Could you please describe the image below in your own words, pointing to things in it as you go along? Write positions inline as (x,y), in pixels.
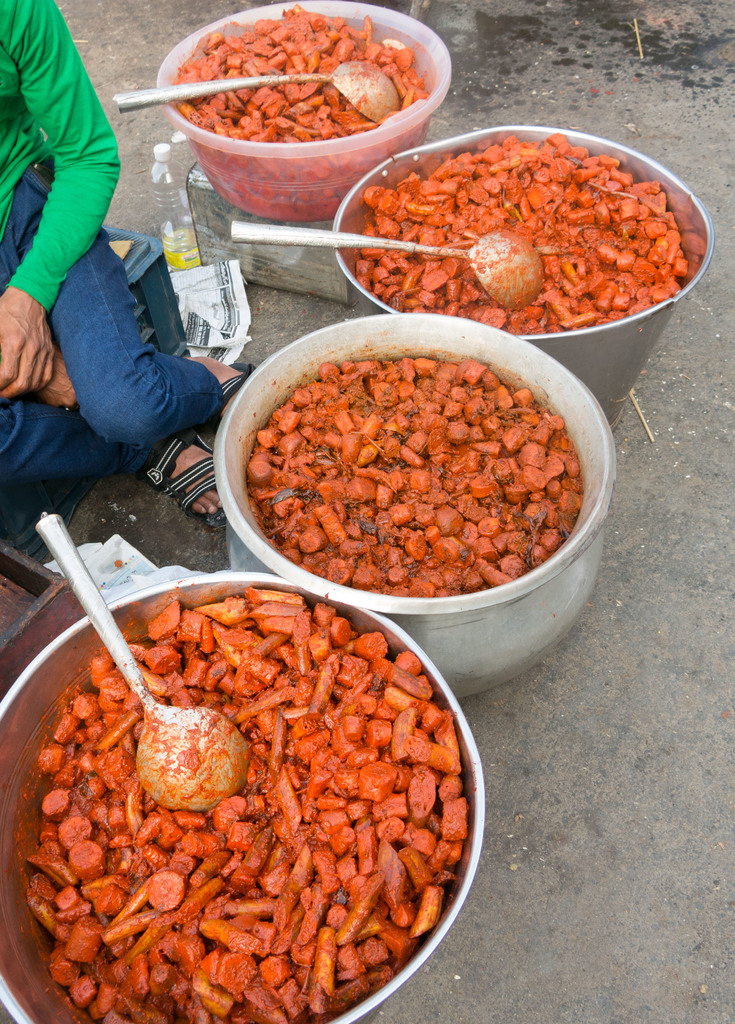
In this image I can see few utensils (275,365), spoons (441,248) and in these utensils (363,357) I can see number of orange colour things (317,504). I can also see a paper (175,284), a bottle (181,238) and here I can see a person (117,359) is sitting. I can see this person (59,157) is wearing green dress (54,174), blue jeans (125,434) and sandals (195,472).
